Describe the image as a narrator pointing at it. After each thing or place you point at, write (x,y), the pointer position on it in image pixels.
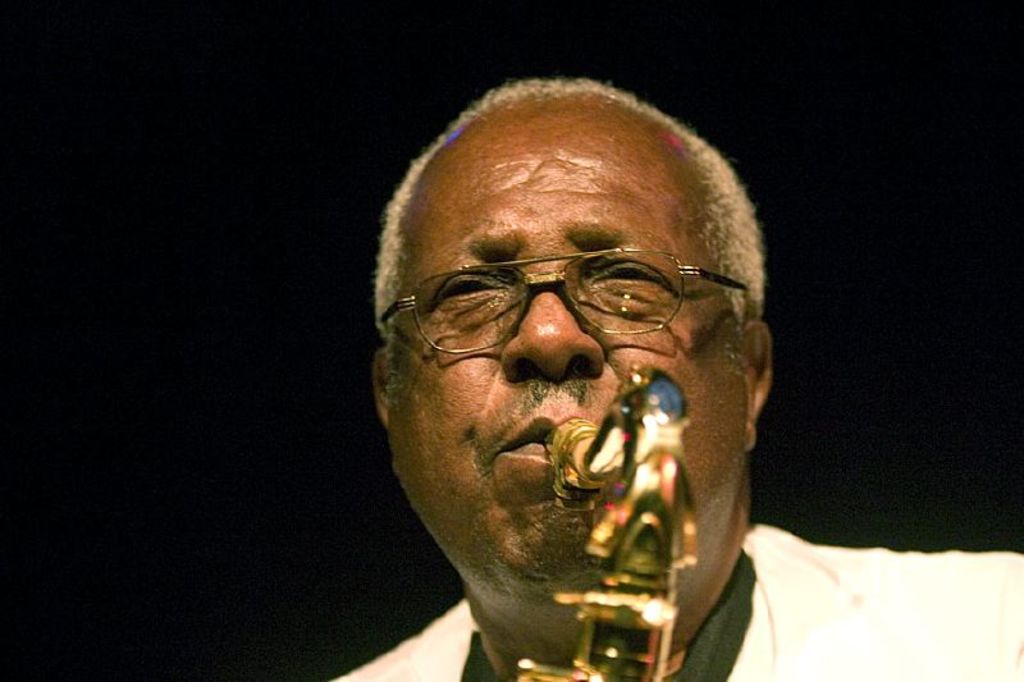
In the picture we can see a man (566,615) playing a musical instrument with a mouth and he is with a white hair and behind him we can see dark.
